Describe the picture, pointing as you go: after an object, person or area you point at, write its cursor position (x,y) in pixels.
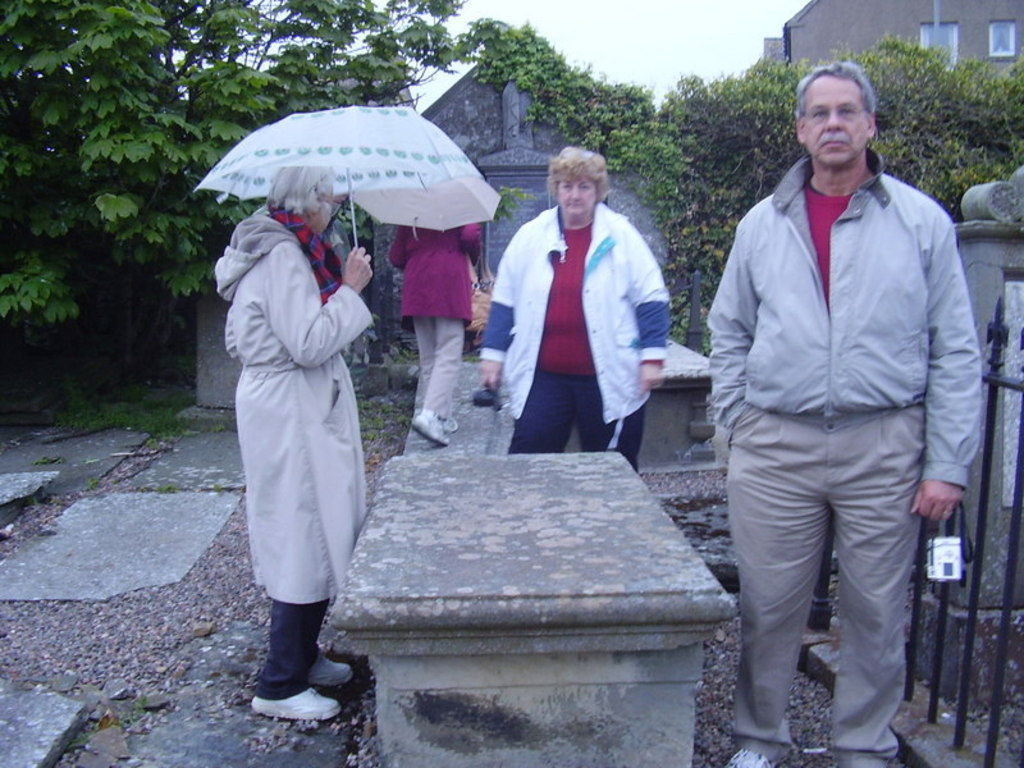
In this picture I can see few people (606,396) are standing, among them one woman (321,192) is holding an umbrella (341,143), behind I can see some buildings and trees (653,148).
